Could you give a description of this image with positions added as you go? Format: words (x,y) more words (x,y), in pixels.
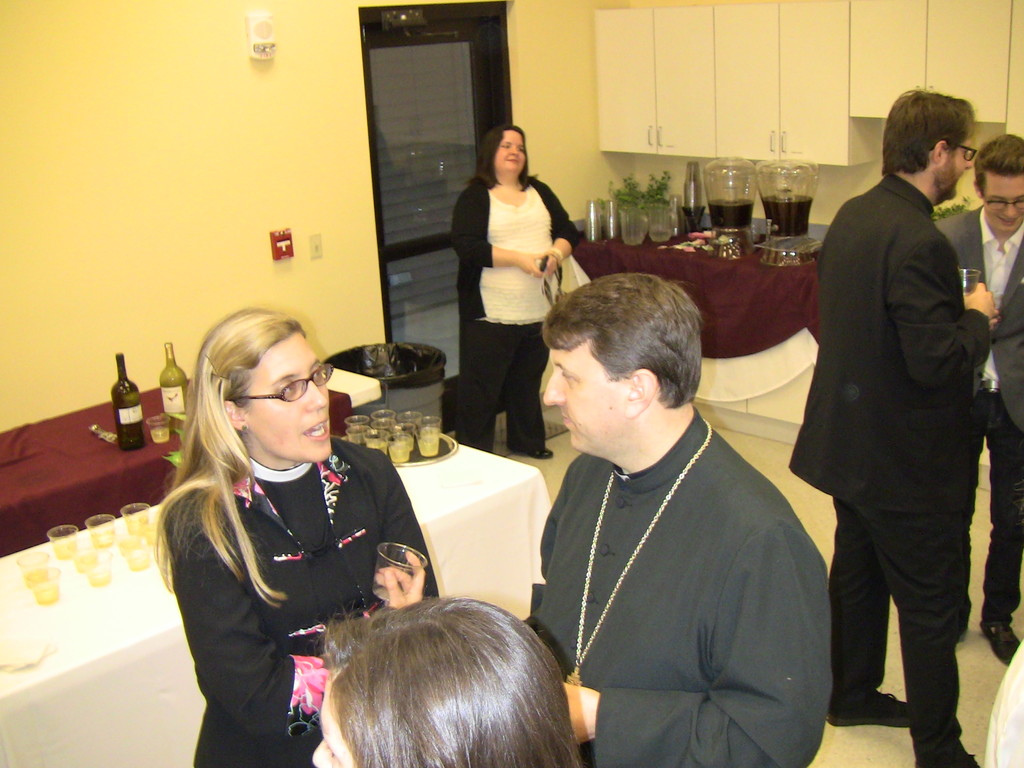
In this picture there is a man (634,500) who is wearing black dress (661,626), beside him there is a woman (322,434) who is wearing spectacle (268,394) and black dress (257,531). Back side of her we can see the table (172,636). On the table (156,648) we can see wine glasses (427,438), tray (441,456), bottles (163,398) and other objects (105,435). There is a woman (524,270) who is standing near to the door (420,301) and dustbin (418,369). On the right (895,104) there is a man (898,271) who is wearing suit (920,311), spectacle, trouser (883,580) and he is standing near the man (1014,381) who is wearing spectacle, blazer (1018,314) and trouser (1012,526). In the background (768,291) there is a table (754,294). On the table (741,298) we can see cloth (757,272), glasses (658,223), plants (643,207) buckets (793,199) and bottles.
